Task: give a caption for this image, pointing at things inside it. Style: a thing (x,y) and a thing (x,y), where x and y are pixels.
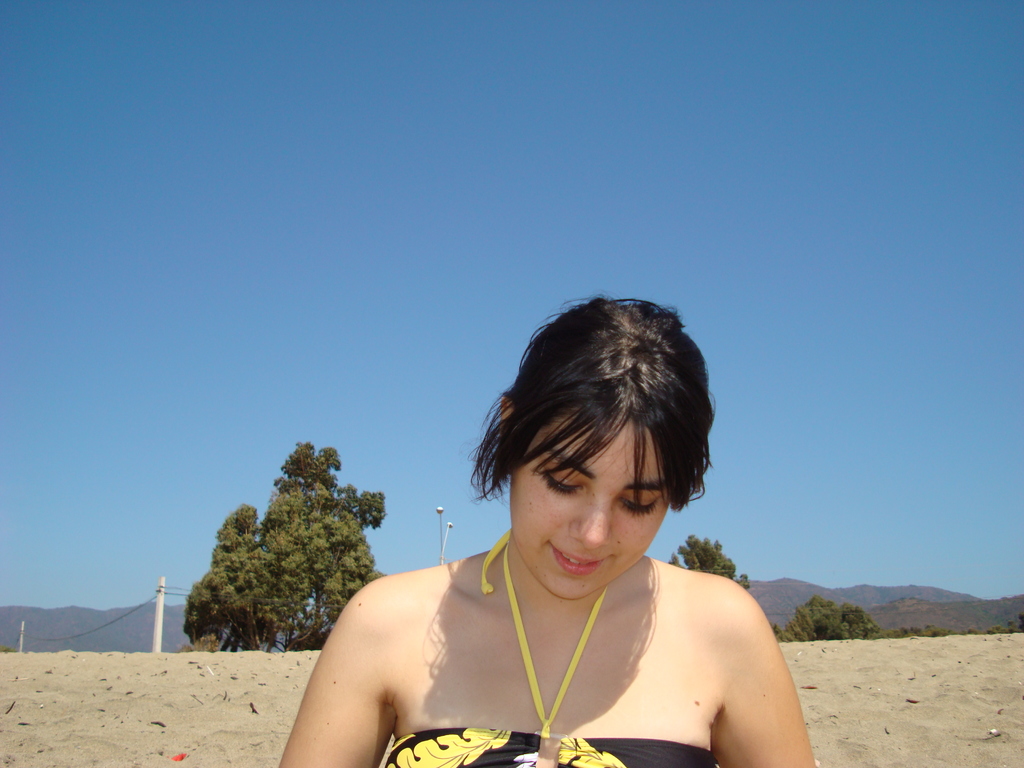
In the foreground of this picture (641,636), there is a woman (641,638) having smile on her face (540,514). In the background (156,701), we can see the sand (140,665), trees (217,613), mountains (169,633), poles (158,584) and the sky (278,320).
